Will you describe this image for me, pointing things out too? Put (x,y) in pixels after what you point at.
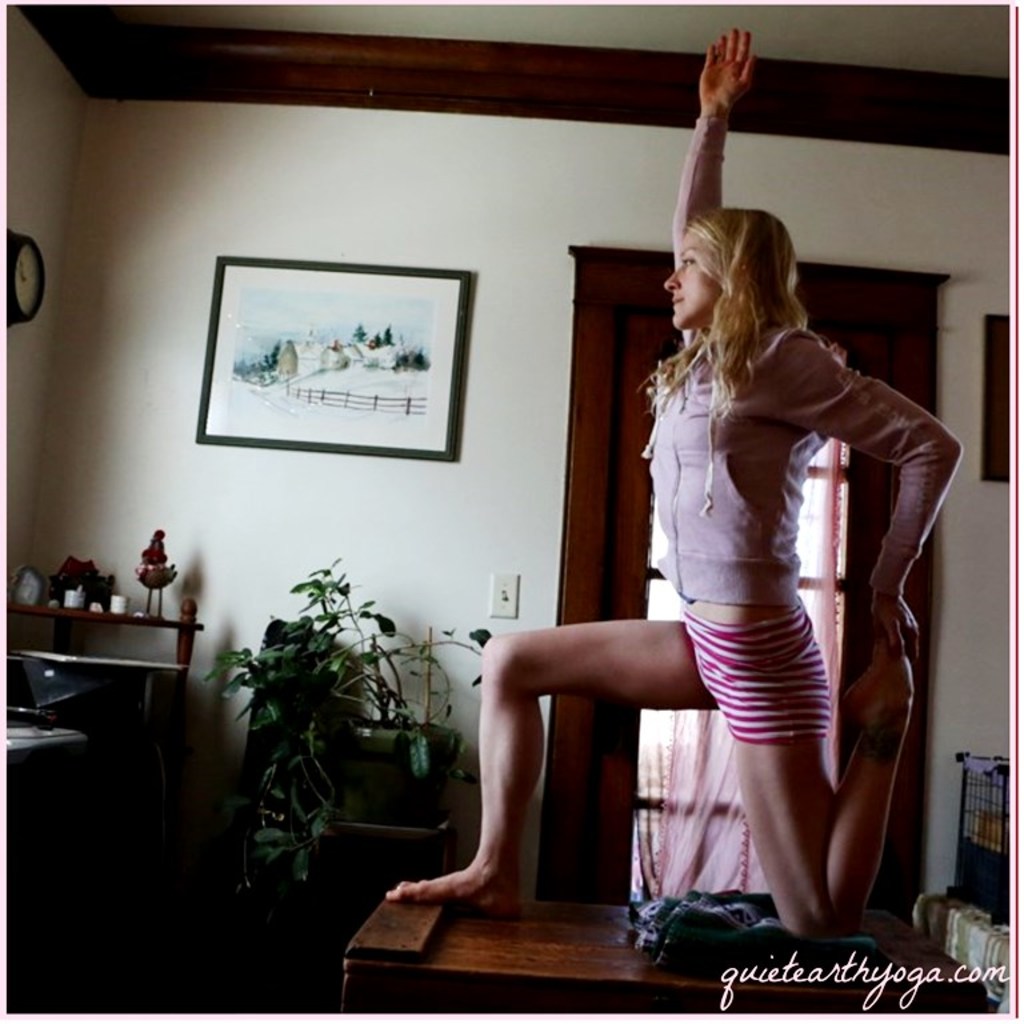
As we can see in the image there is a white color wall (499,399), photo frame (237,339), clock (41,285), table (134,695), plant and a woman (697,523) over here. Behind her there is a pink color curtain (832,514).
